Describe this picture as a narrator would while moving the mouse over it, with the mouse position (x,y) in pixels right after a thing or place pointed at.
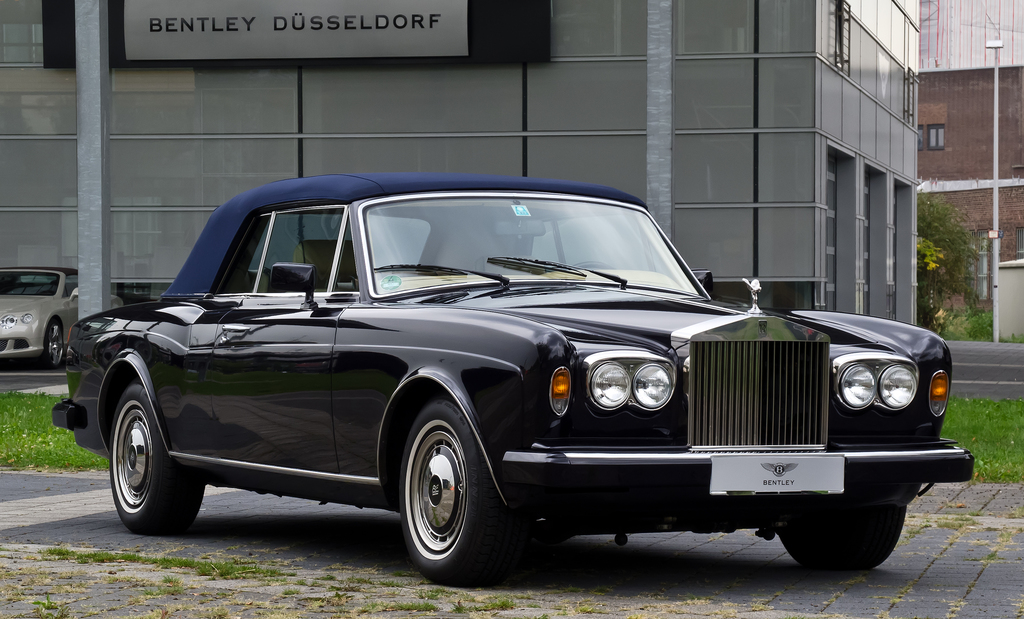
In this image there is a black car (382,380) on the road (317,532). In the background (461,113) there is a building (742,80). On the right side (996,425) bottom there is ground (982,451) on which there is grass (990,437). On the left side (56,277) there is a car (43,294) beside the wall (45,206).
